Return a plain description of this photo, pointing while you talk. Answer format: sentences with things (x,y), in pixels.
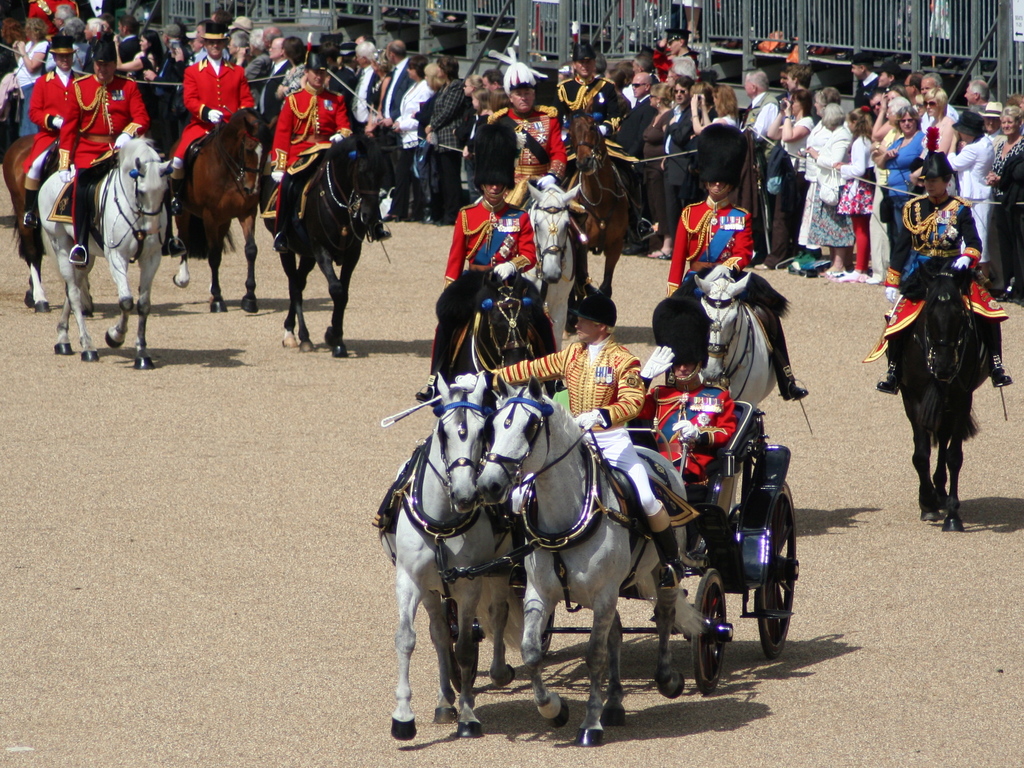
This looks like a horse cart (756,483). I can see few people (318,141) riding the horses (360,158). There are groups of people (339,61) standing. Here is another person (732,426) sitting in the horse cart (726,442). At the top of the image (862,25), I think these are the barricades (875,25).
